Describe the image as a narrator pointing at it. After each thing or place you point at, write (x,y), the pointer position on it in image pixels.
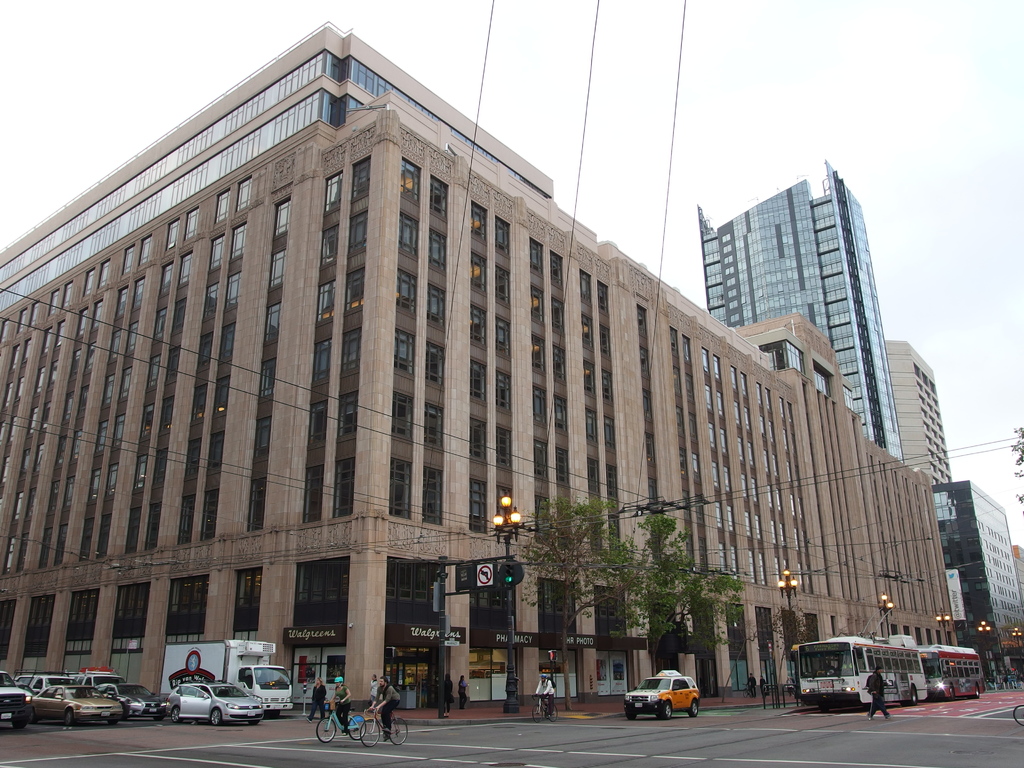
At the bottom of the image (316,740) there is a road (412,739) and we can see people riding bicycles (544,708) on the road (461,726). There are buses (892,660) and cars (224,684). In the background (486,631) we can see a tree (603,579), buildings (594,488), lights (510,510), poles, wires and sky (487,89).
